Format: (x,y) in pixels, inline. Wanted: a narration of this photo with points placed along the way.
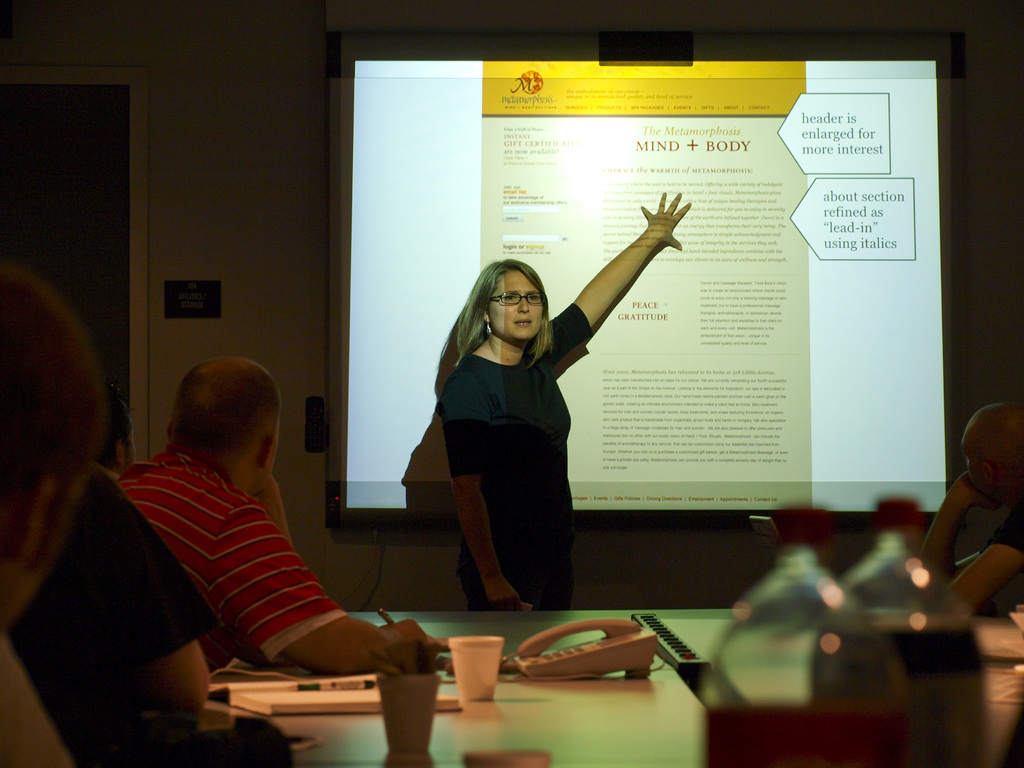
In this image there is a table (500,699) on that table (717,639) there are bottles (808,701), glasses (489,682), and a telephone (572,666) and some people (250,643) are sitting on the table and a woman (473,497) standing and explaining something on projector (669,264) and in the background (284,137) there is a wall (213,89) and there is a switch box (196,302) of black color.
